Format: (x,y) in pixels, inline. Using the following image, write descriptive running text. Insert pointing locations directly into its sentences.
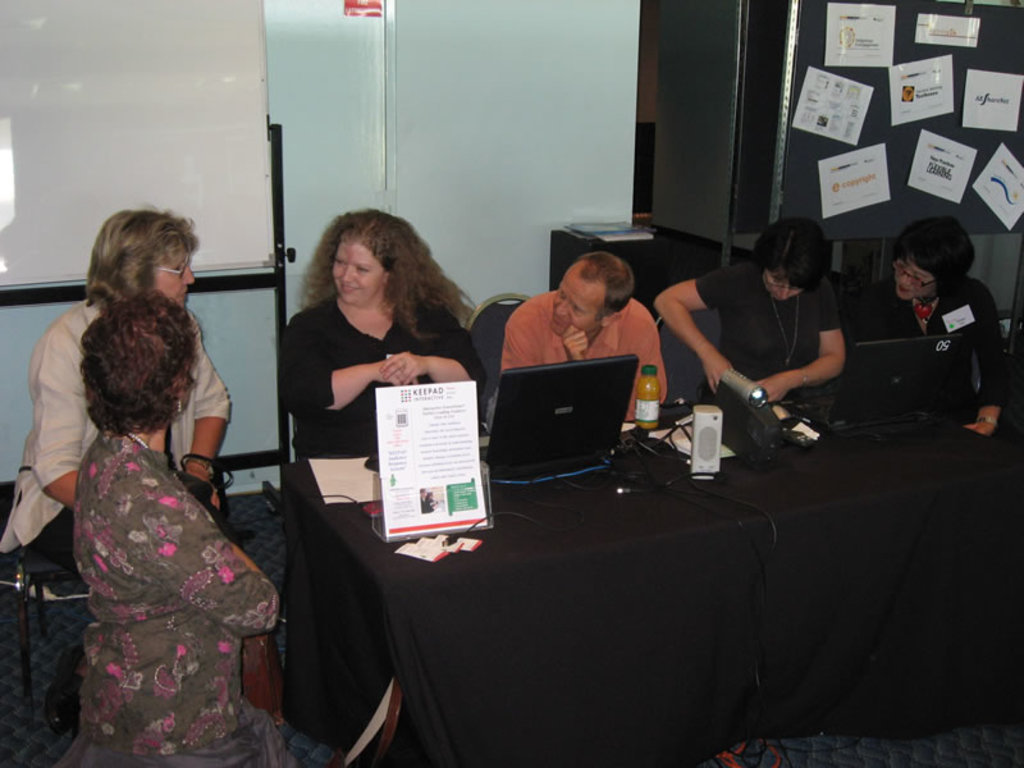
As we can see in the image there is a wall (440,88), almirah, few people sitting on chairs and there is a table (559,537). On table (591,531) there is a poster (414,478) and laptop (523,400).
